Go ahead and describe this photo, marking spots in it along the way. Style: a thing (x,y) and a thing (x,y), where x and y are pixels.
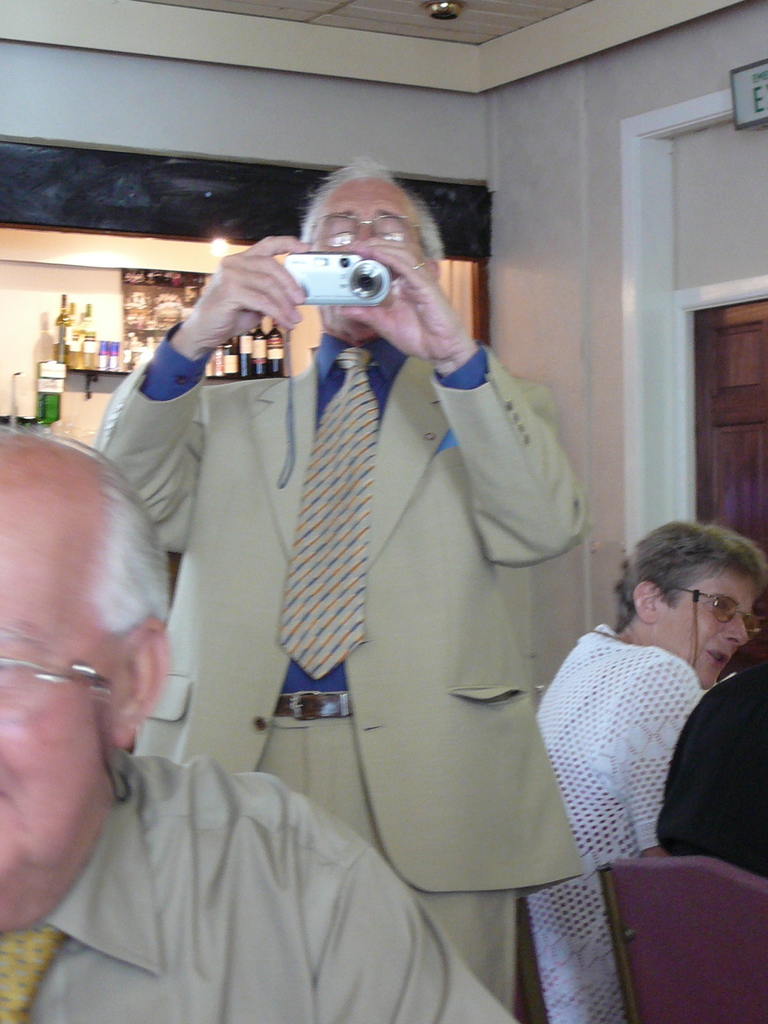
In this image, we can see a man (328,446) holding camera (294,273) in his hands (299,291) and we can see some other people (178,887) sitting on the chairs (676,970). In the background (71,321), there are bottles (91,345) and at the top (463,37), there is roof (481,29).
